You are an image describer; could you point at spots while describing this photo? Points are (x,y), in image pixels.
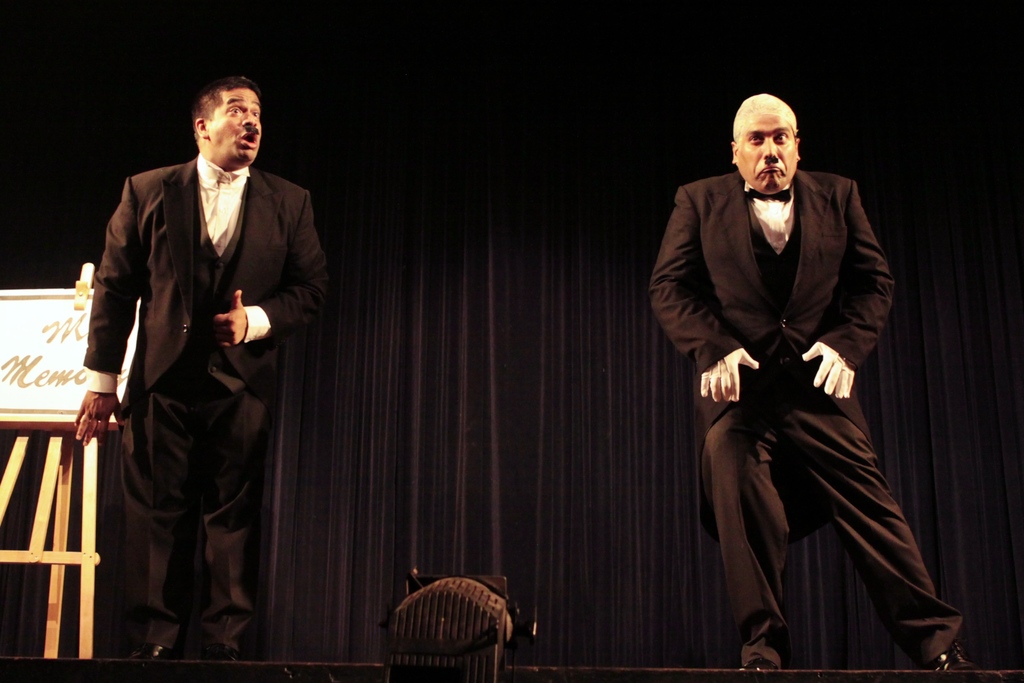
There are two performers (261,335) on the stage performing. In the background (496,311) there is a black colour curtain (454,357). At the left side (63,394) there is a board (33,405) and wooden stand (68,507). In the front (454,635) there is a light (442,624).
